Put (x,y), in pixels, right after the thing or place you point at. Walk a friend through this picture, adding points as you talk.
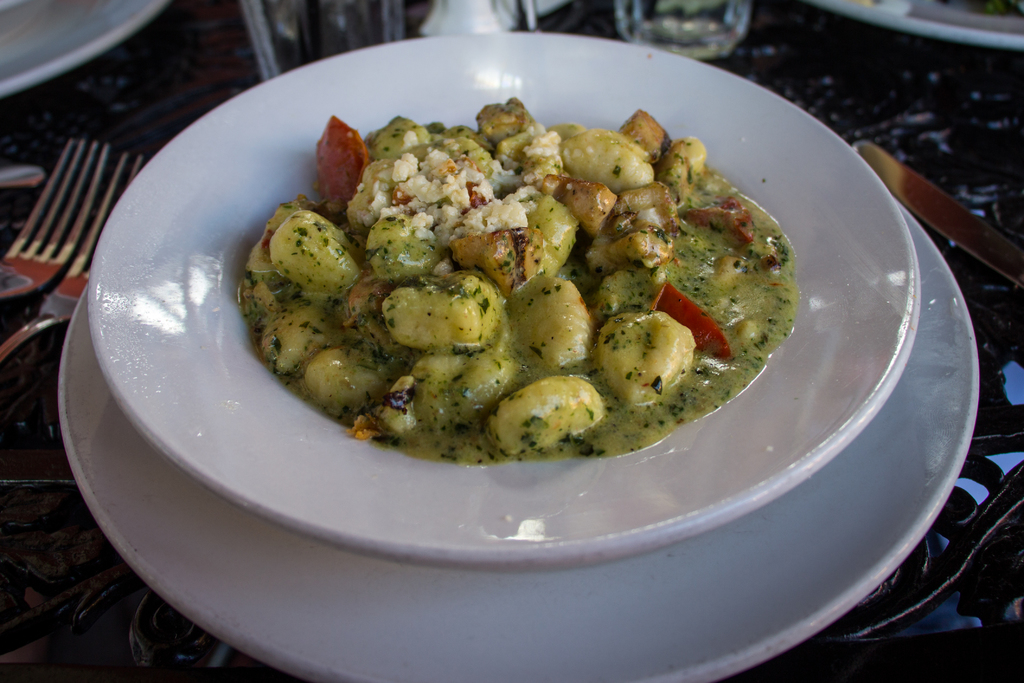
There is a plate (255,163) contain food item (578,231) in it, forks (82,214) and a knife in the foreground (490,123), it seems like glasses (300,38) and a plate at the top side (669,8).
